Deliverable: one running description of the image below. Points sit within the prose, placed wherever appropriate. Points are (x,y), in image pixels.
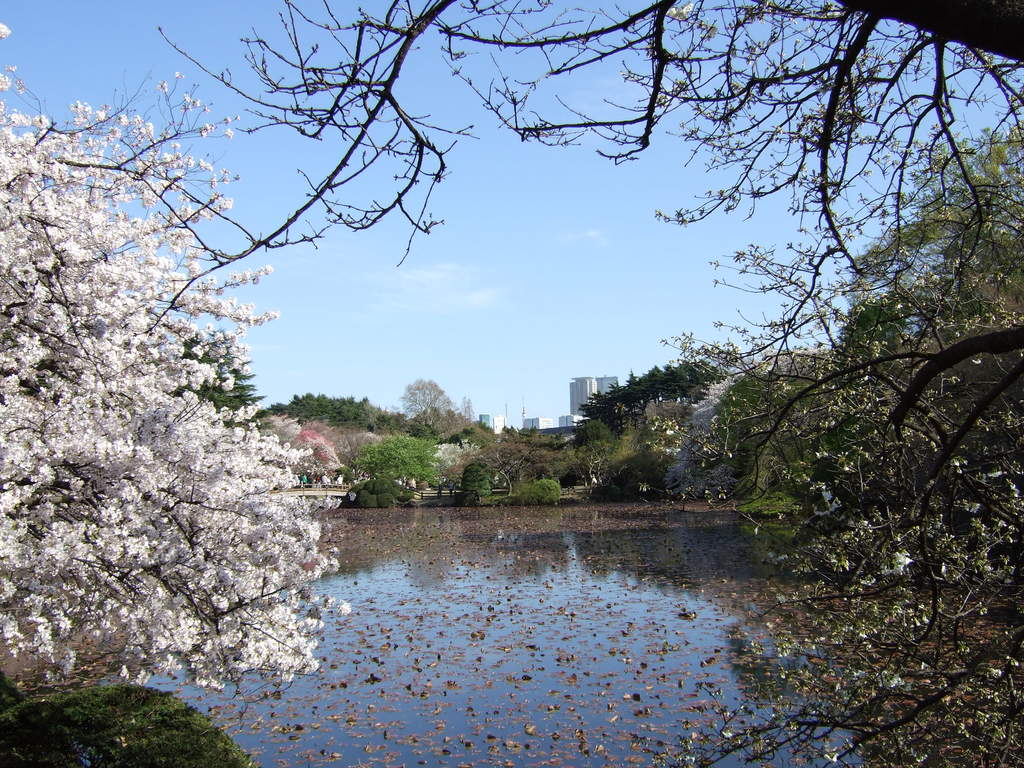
In this picture we can see water (515,650) and trees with flowers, here we can see buildings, bridge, on this bridge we can see people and we can see sky (634,234) in the background (634,208).
